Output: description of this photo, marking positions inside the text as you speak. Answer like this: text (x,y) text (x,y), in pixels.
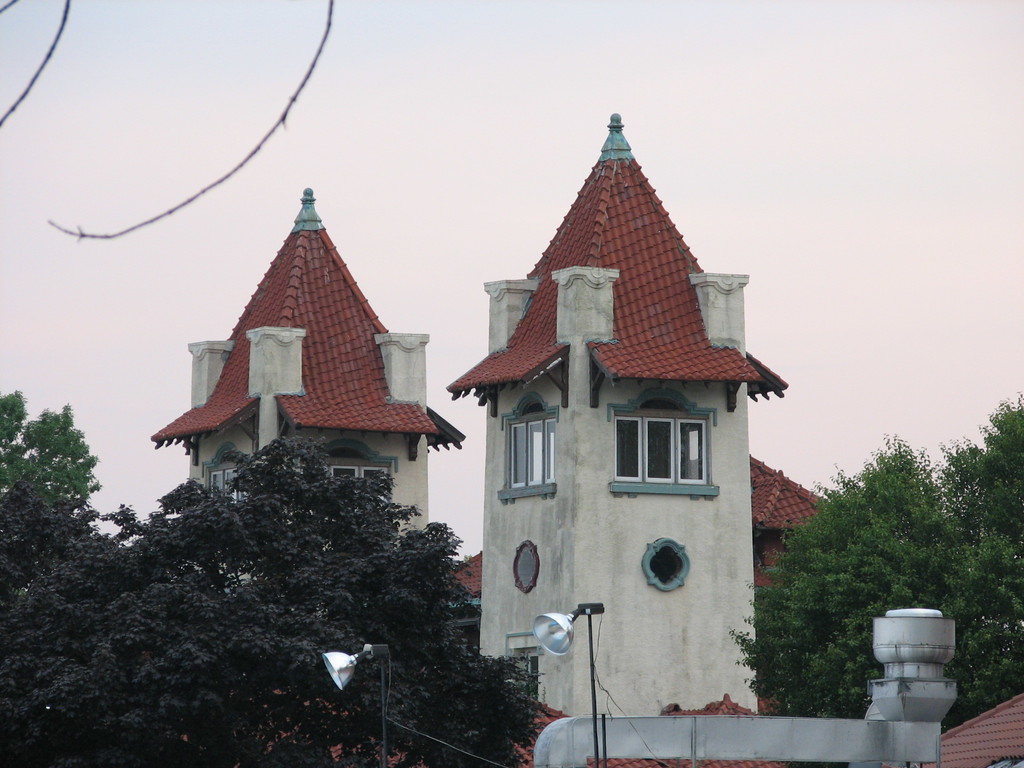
In the center of the image (474,394) we can see a building (506,427). On the right side (889,565) there is a tree (875,566). On the left side (97,616) we can see tree (142,624). At the bottom (339,685) there are lights (345,667) and building (829,752). In the background (268,145) there is a sky (189,156).
